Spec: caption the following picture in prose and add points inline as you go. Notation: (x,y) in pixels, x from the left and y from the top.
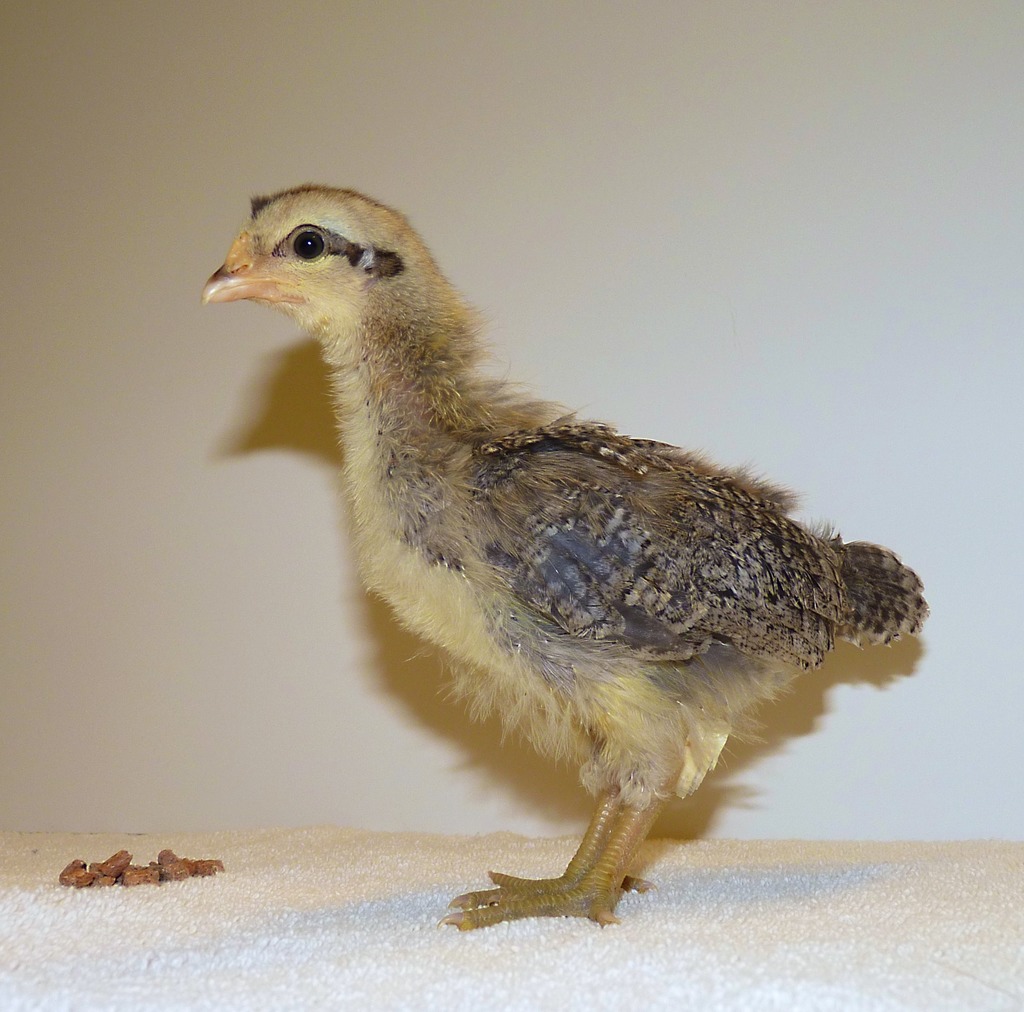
In this image there is surface (421,963) at the bottom (590,961). There is a bird (490,905) in the foreground (648,872). And there is a colored background (1003,64).
